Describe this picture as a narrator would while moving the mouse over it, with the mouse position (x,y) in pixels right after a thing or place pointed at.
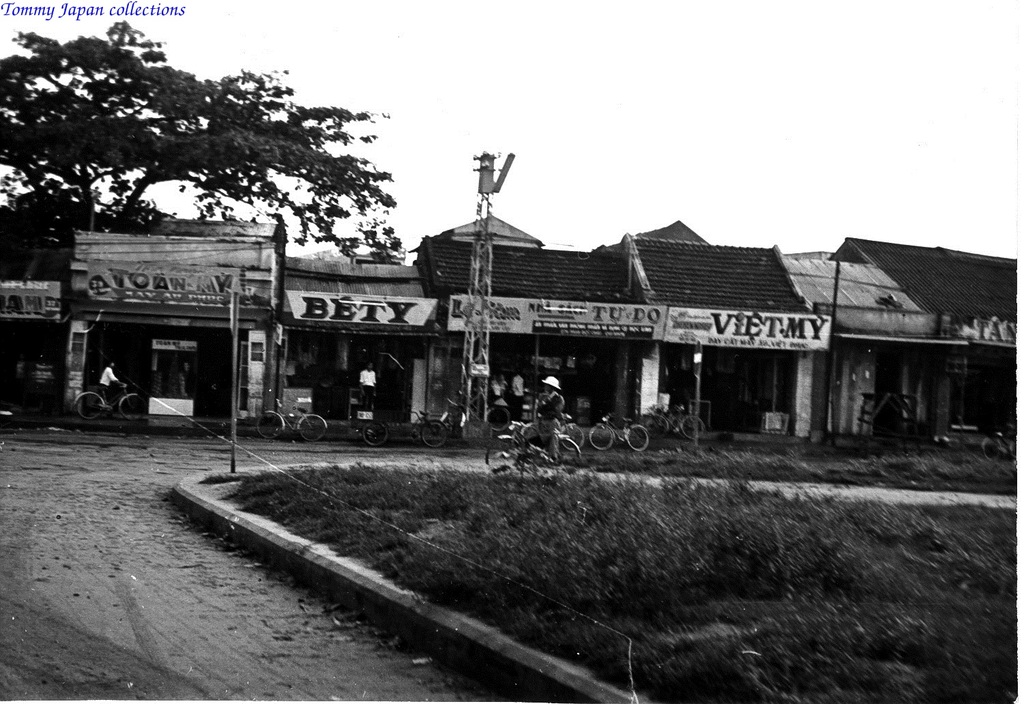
At the bottom of the image (794,691) there is grass (997,696). In the middle of the image (560,384) few people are riding bicycles (114,402). Behind them there are some bicycles (665,409) and buildings (472,241) and poles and sign boards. At the top of the image (949,142) there is sky (286,9) and there are some trees (120,35).
